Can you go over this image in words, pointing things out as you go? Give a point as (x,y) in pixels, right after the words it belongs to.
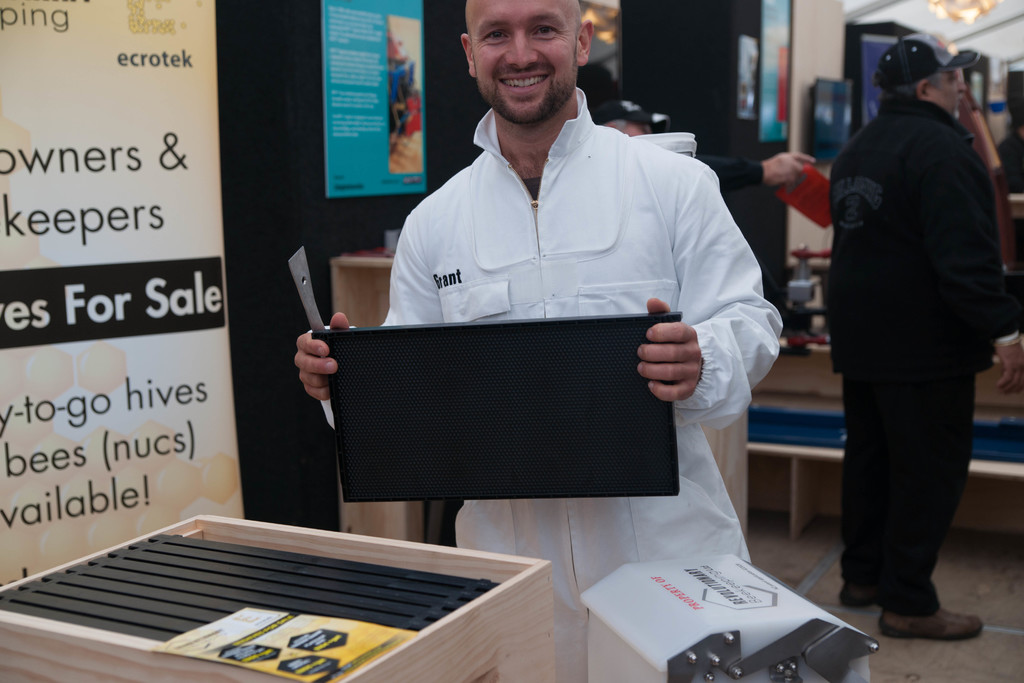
A man (652,255) is standing in the middle of an image (677,244). He wore a white color dress (702,242), in the right side (906,603) another man (853,394) is standing, he wore a black color dress (975,272).
